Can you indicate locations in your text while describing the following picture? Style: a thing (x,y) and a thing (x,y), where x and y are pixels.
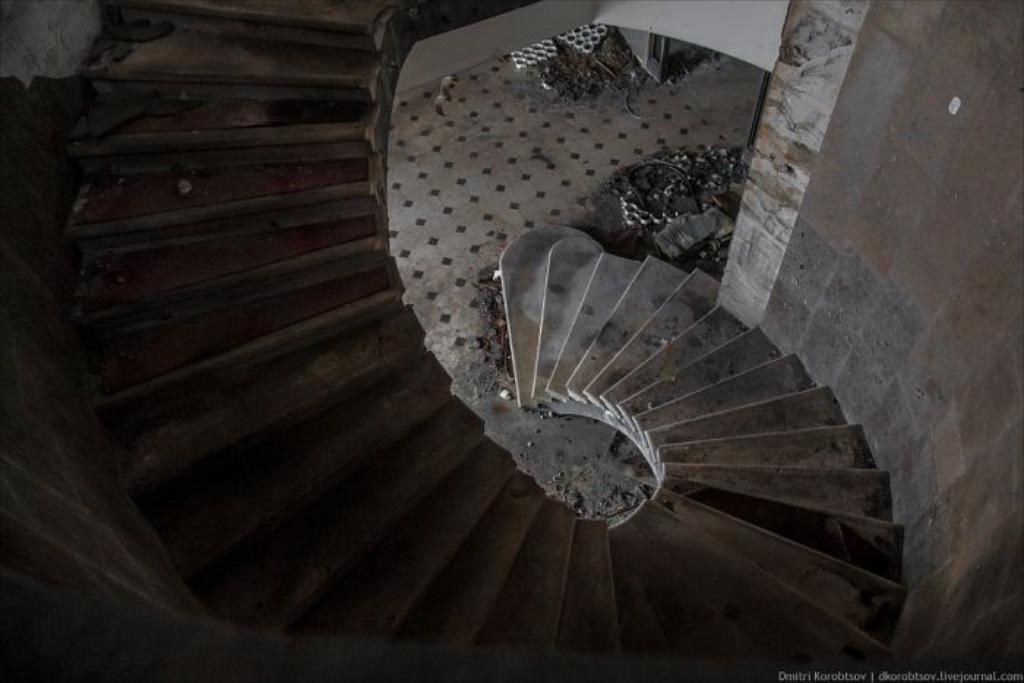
In the center of the image (658,287) there is a wall (1016,221), staircase (861,438) and a few other objects (641,64).
